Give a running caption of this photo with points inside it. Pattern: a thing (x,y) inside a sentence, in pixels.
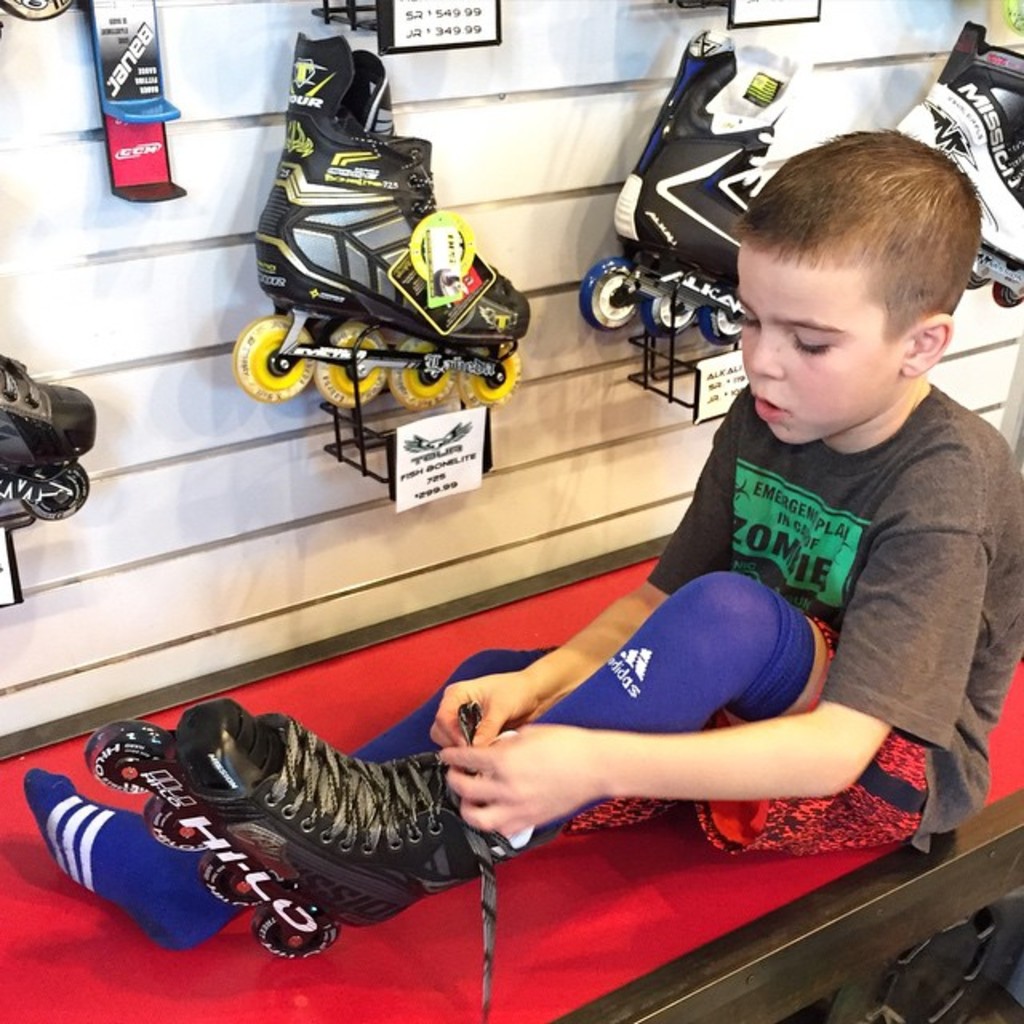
In this image we can see a boy (521,705) sitting and tying the skating shoes lace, there are some skating shoes (381,76) and stickers (474,475) with some text (413,454) and images (422,454), in the background (512,432), we can see the wall (502,420).
